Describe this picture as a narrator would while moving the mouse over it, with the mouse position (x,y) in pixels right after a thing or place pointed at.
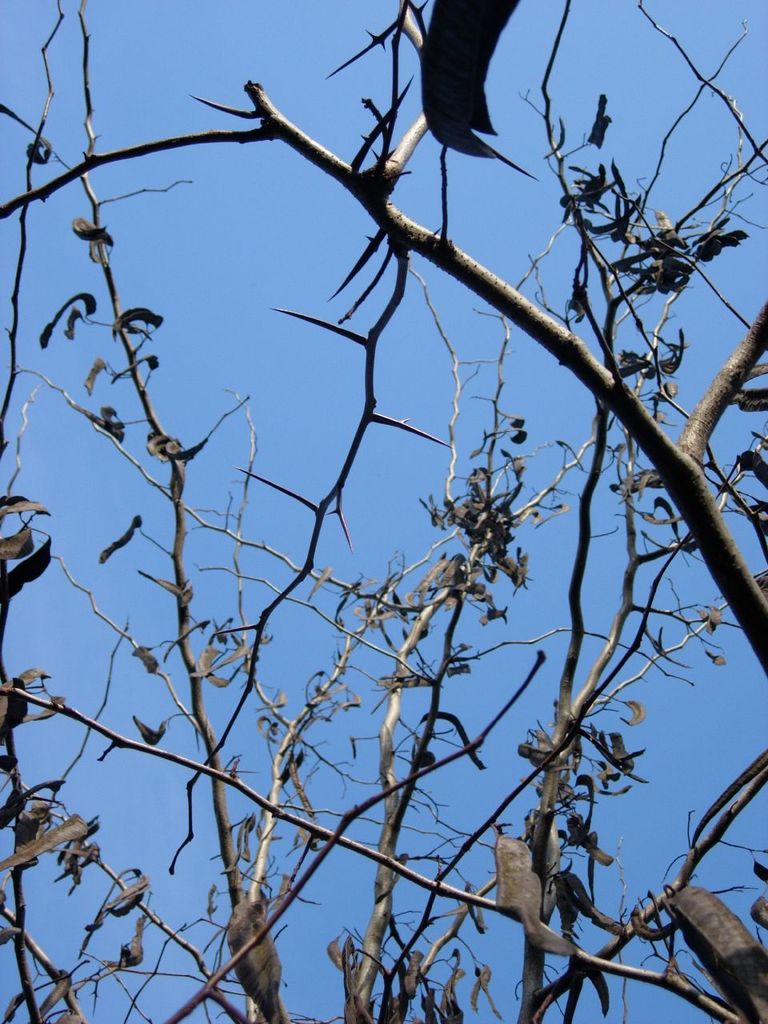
In this image we can see group of leaves (138,885) and branches (592,667) of a tree (634,428). In the background (221,214) we can see the sky (266,256).
